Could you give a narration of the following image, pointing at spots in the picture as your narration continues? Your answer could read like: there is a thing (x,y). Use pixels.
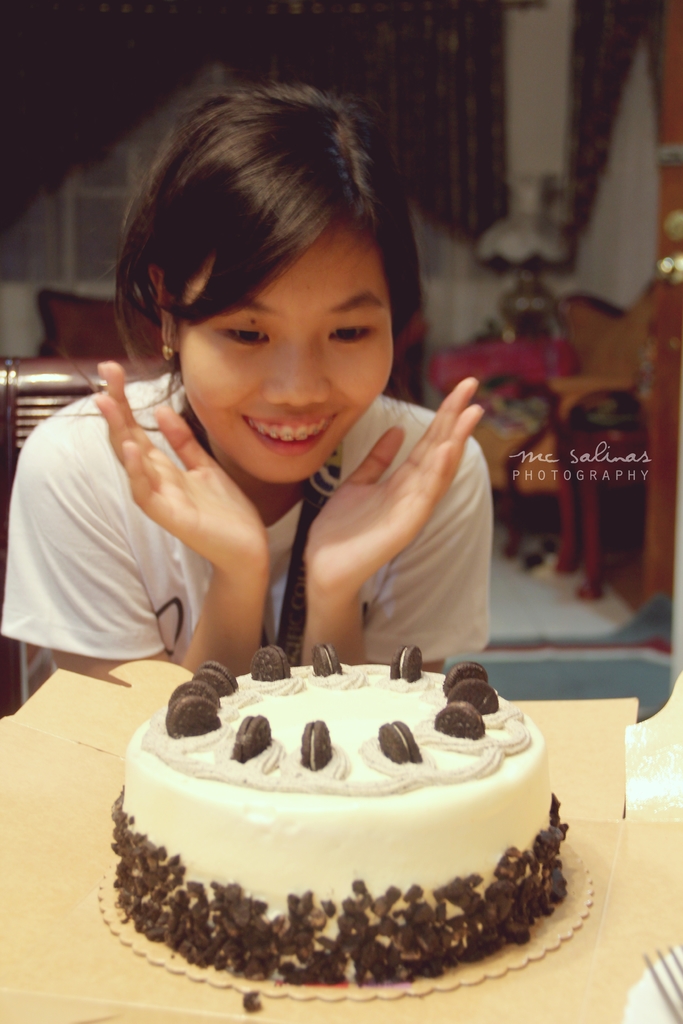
In this picture I can see there is a woman (332,464) sitting on the chair (44,362) and there is table (96,1011) in front of her and there is a cake (353,863) placed on the table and there are biscuits (457,689) placed on the cake (322,880). In the backdrop (560,395) there is a couch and there is a window (96,189) and a curtain (494,74). It is blurred and there is a watermark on the right side of the image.
